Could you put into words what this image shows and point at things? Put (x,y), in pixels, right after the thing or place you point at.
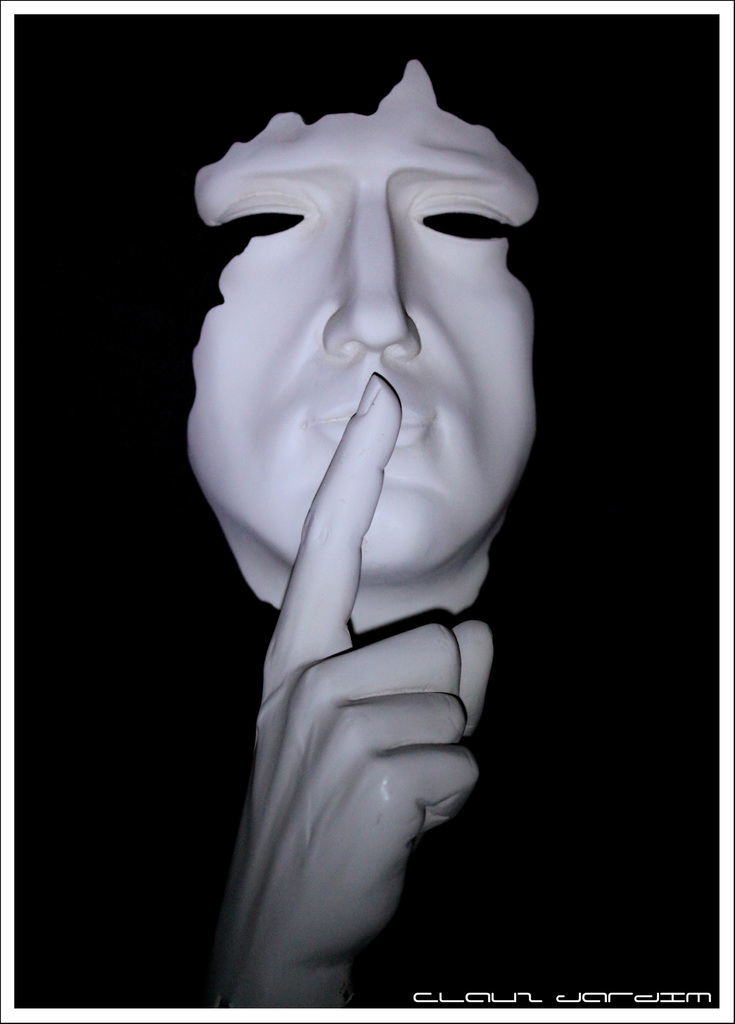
In this image, there is a white color mask (228,180) and a hand (313,838), there is a black color background (568,676).
